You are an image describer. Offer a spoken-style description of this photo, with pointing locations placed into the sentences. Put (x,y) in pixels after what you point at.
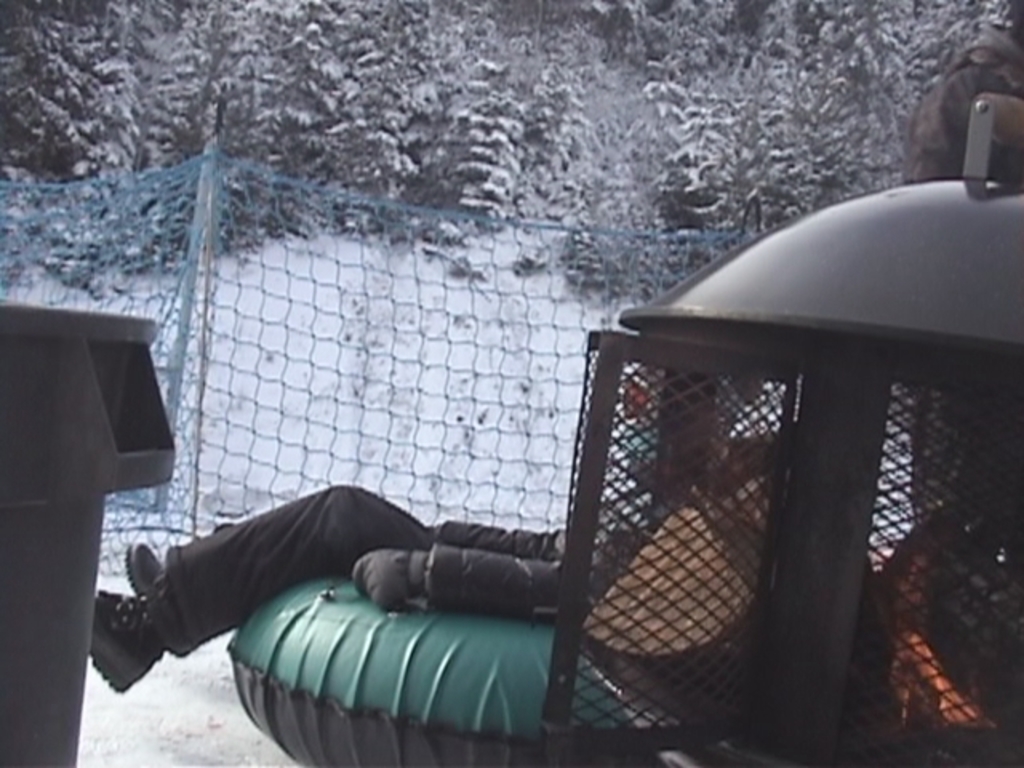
In this image in the center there is one person (388,579) who is lying and on the right side (858,388) there is one fire pit (611,663), in the background (469,276) there is a net (92,236) and some trees (764,111) and trees (473,95) are covered with a snow (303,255). On the left side (77,469) there is one container (73,499). At the bottom (182,711) there is a snow (182,711).
